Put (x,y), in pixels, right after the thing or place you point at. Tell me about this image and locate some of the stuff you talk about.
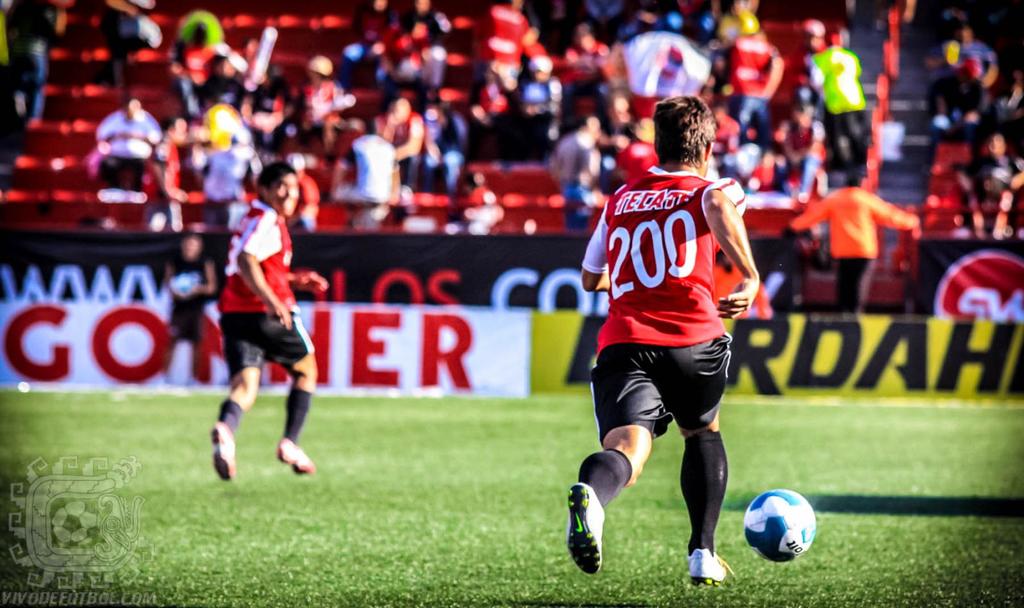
This image consists of many people (142,118) in the background (565,95). In the front (267,358), there are two men (579,532) playing football. At the bottom (336,570), there is green grass (294,560).
